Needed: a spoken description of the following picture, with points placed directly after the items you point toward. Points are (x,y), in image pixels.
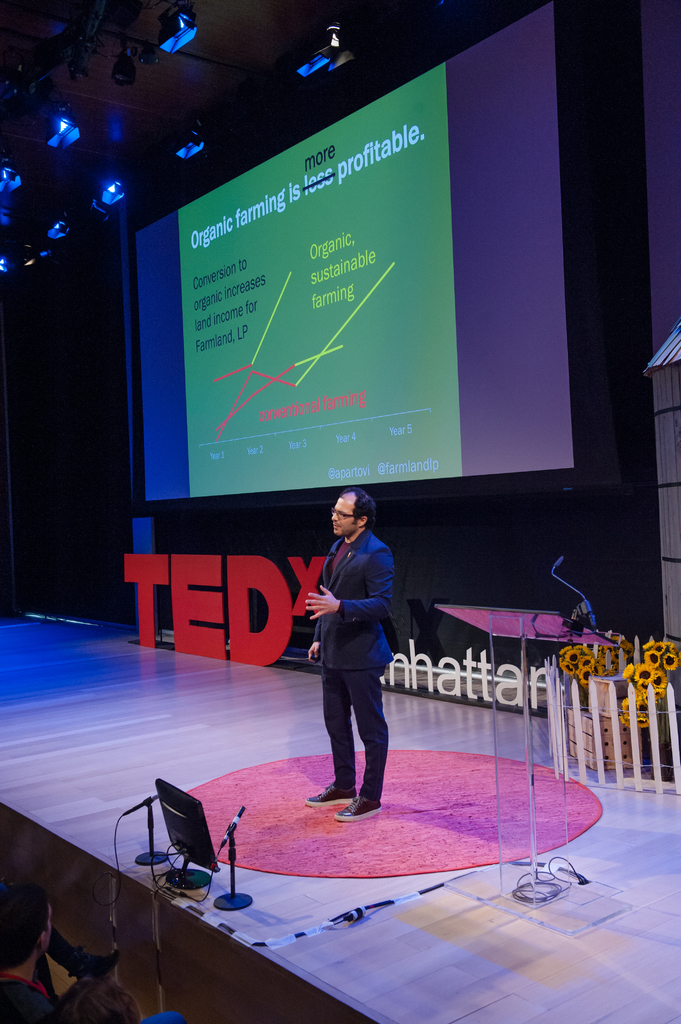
As we can see in the image there is a monitor (182,855), mat (331,855), a man (371,815) wearing black color jacket (388,601), screen (390,199) and lights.
